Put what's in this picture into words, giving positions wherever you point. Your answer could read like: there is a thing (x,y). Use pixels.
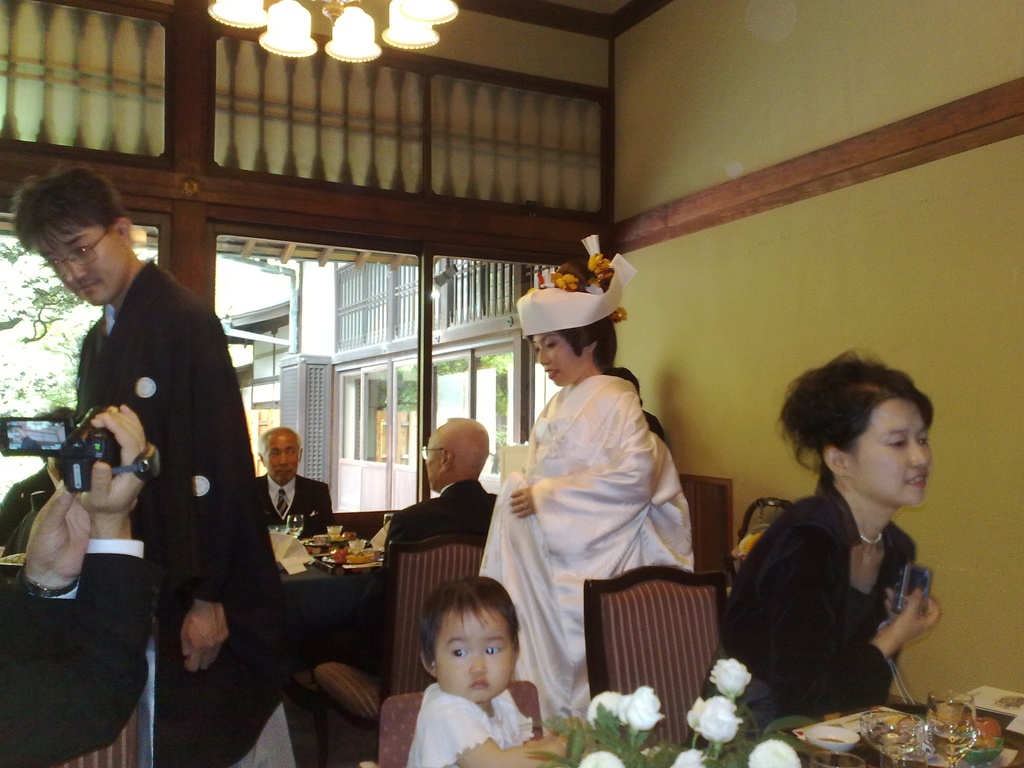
There are some persons (185,508) sitting and standing in the room (527,438). A lady (574,521) wearing a white dress (562,490) is holding something and wearing a hat (560,301) on her. A baby (499,664) is in the front (501,720). There are tables (847,738) chairs (386,618) in this room (130,636). A man (107,611) on the left corner (65,589) is holding a video camera (70,444). There is a chandelier (307,41). Outside the room (313,58) there is a building (326,360). On the table (923,710) there are bouquet (654,710) glasses (911,725) and many other item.
